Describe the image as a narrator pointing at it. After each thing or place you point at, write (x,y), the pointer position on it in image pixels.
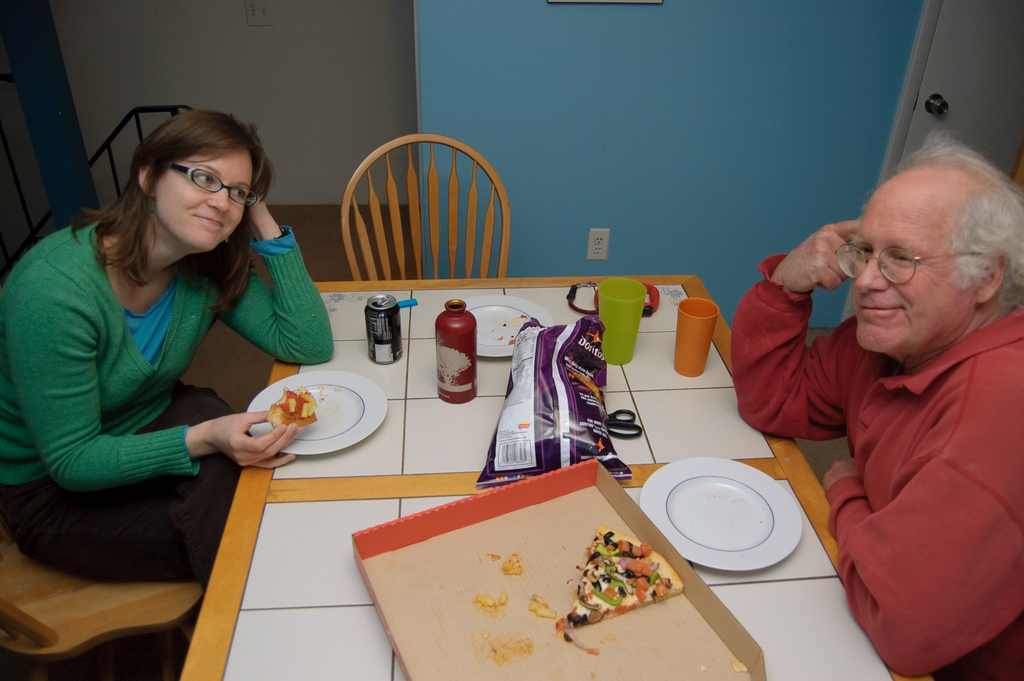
There is a lady (112,321) wearing a green dress (95,327) also a specs (208,189) is holding a food item (296,406). A person (918,432) wearing a red dress (933,474) is sitting. There are chairs (469,249) and table (288,573). On the table (449,457) there is a box (488,554), bottles (443,365), glasses (607,331), cover (594,378), plates (353,396), and pizza (605,566). In the background (440,70) there is a wall (626,113).
